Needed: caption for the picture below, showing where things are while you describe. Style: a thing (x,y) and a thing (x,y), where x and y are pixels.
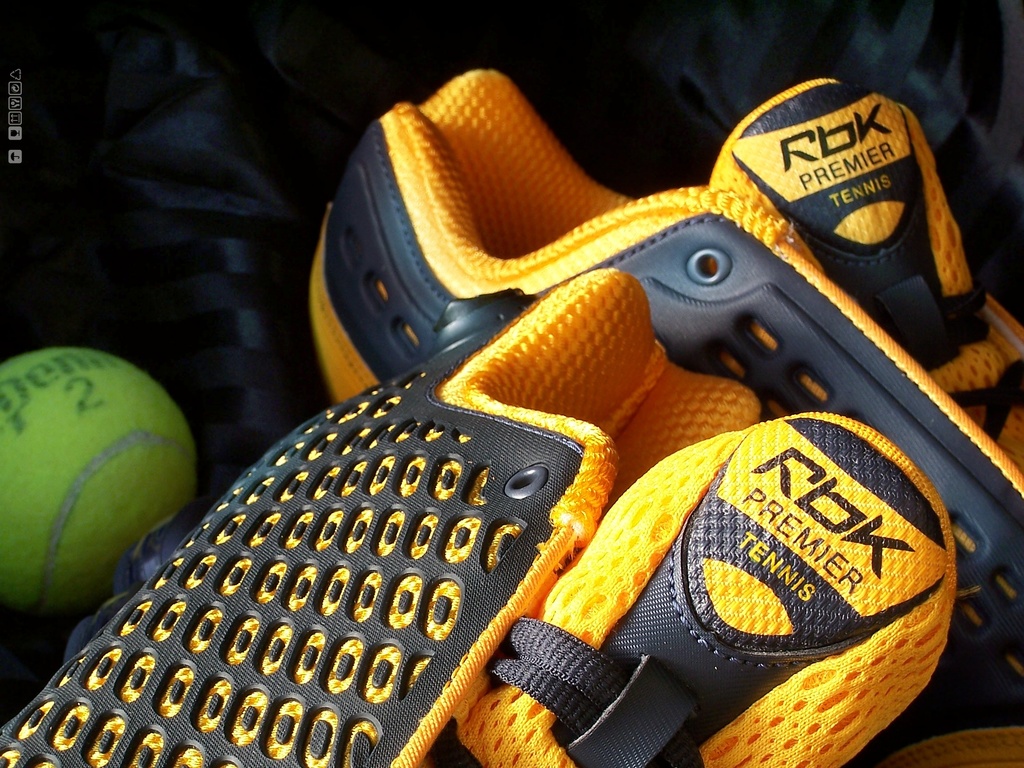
In the picture I can see shoes (491,312) which are in yellow and black color and there is a ball (98,442) which is in green color.
